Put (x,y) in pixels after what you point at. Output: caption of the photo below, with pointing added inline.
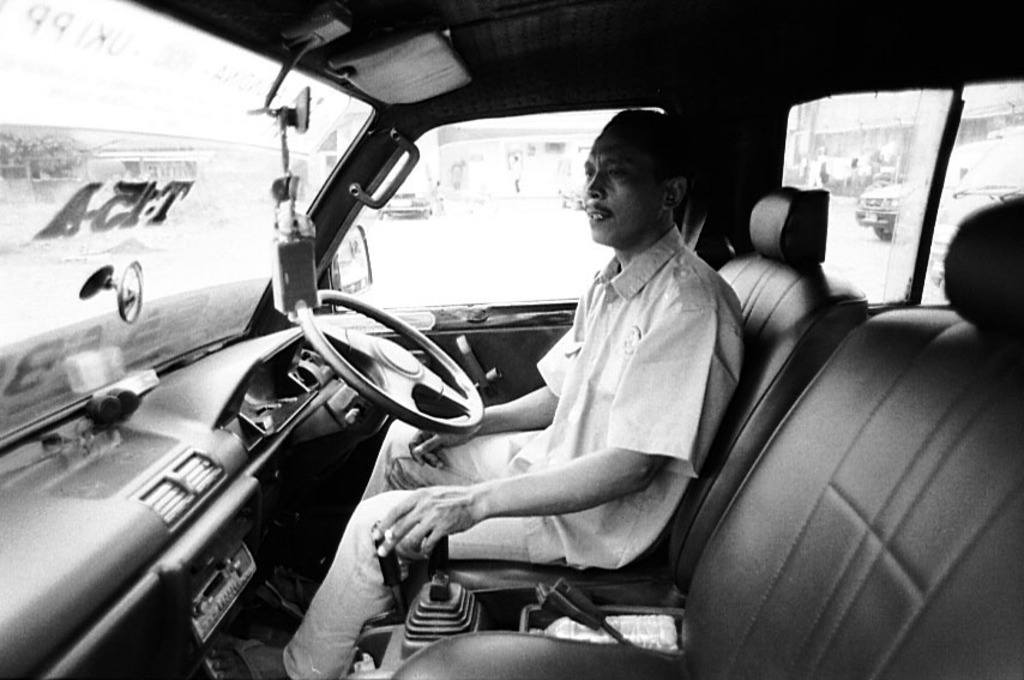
This is a black and white image. In this image we can see a person (722,370) sitting inside a car (777,449) holding a gear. We can also see a steering (386,410) and some windows (57,400).
